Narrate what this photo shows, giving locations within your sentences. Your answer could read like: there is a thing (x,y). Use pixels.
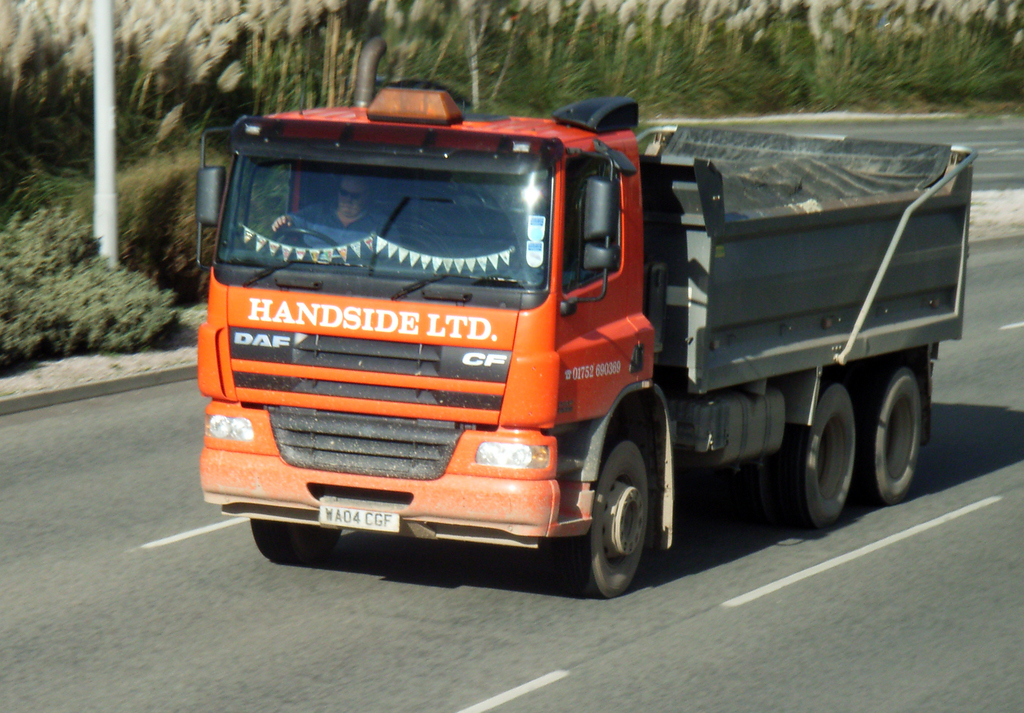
In the center of the image (395,297) a truck (395,297) is there. In truck (315,319) a man (340,220) is sitting. In the background of the image (319,92) we can see some trees (153,71), pole (107,49), plants (119,273) are there. At the bottom of the image (111,620) road (173,606) is there.
